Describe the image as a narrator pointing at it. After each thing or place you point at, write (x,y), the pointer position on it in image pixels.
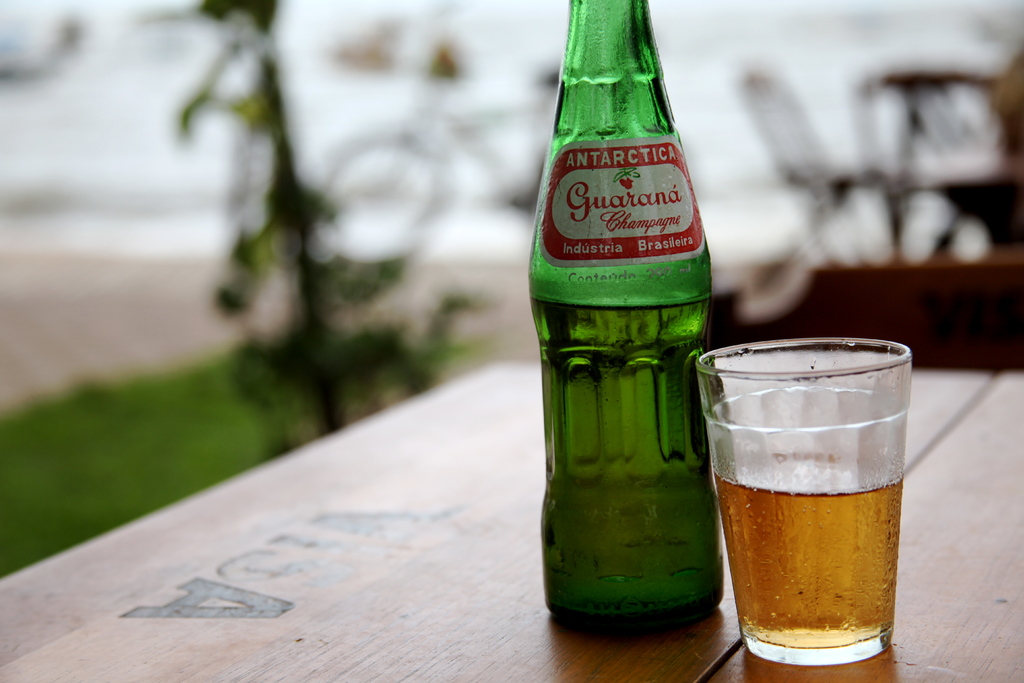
In this image I can see bottle (600,452) and glass (870,550) on the table (271,515).
